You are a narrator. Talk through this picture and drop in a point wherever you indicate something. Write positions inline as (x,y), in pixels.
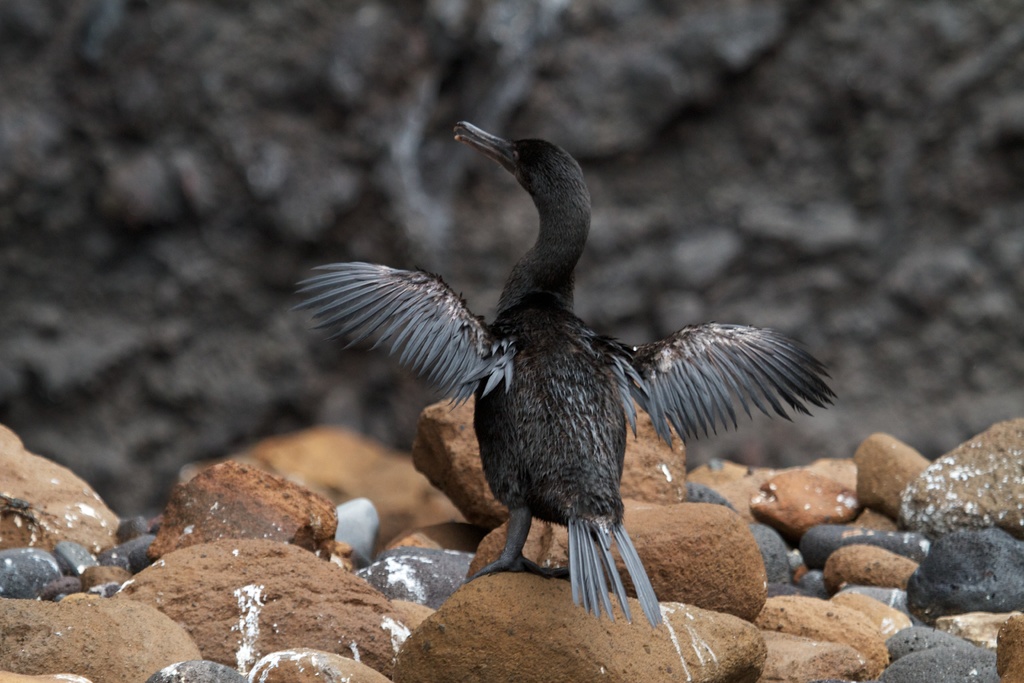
In the image we can see a bird (547,297), black and gray in color. There are many stones (822,606) of different sizes and colors, and the background (309,175) is dark.
